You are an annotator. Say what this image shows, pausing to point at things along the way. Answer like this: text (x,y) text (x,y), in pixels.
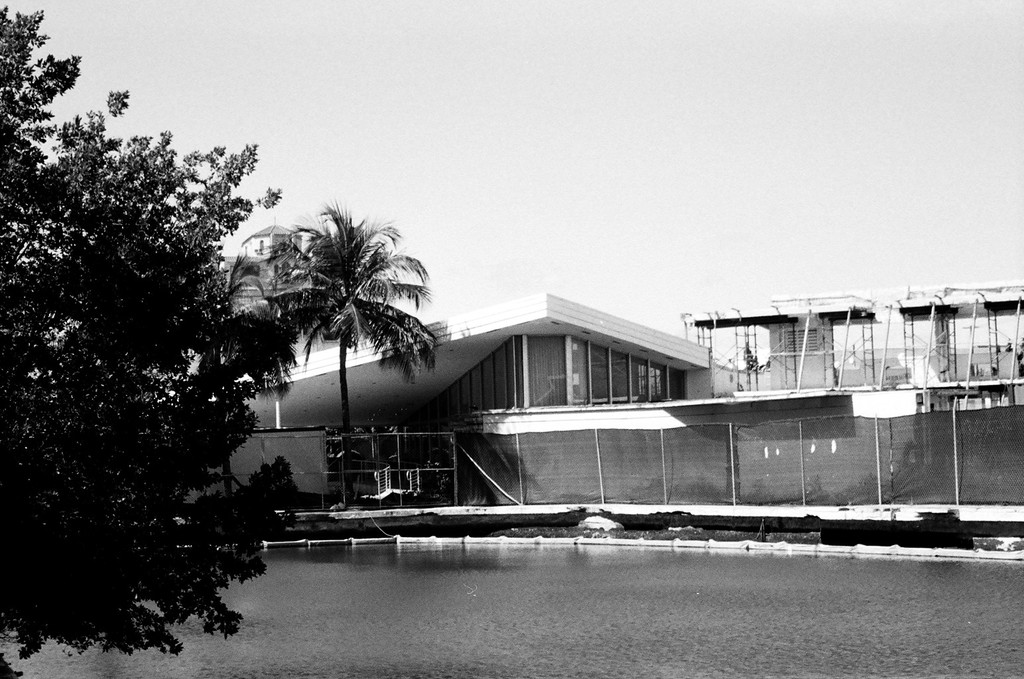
This is a black and white image. At the bottom of the image (527,603) I can see the water (461,600). It is looking like a pool (491,578). On the left side (85,424) there is a tree (44,420). In the background (590,427) I can see a building (810,385). On the top of the image (707,143) I can see the sky (594,172).
